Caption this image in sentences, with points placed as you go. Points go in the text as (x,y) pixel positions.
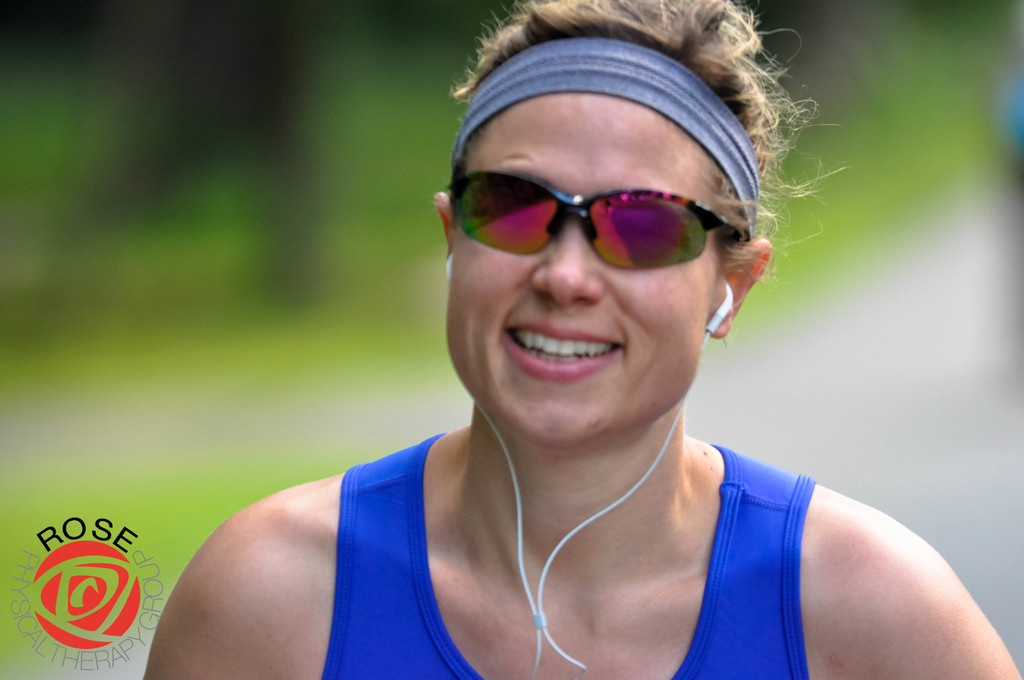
In this picture we can see a person (601,546) is smiling in the front (567,503), this person (684,443) is wearing goggles (608,223) and earphones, there is a blurry background (289,140), we can see a logo (106,531) and some text (99,530) at the left bottom (85,535).
